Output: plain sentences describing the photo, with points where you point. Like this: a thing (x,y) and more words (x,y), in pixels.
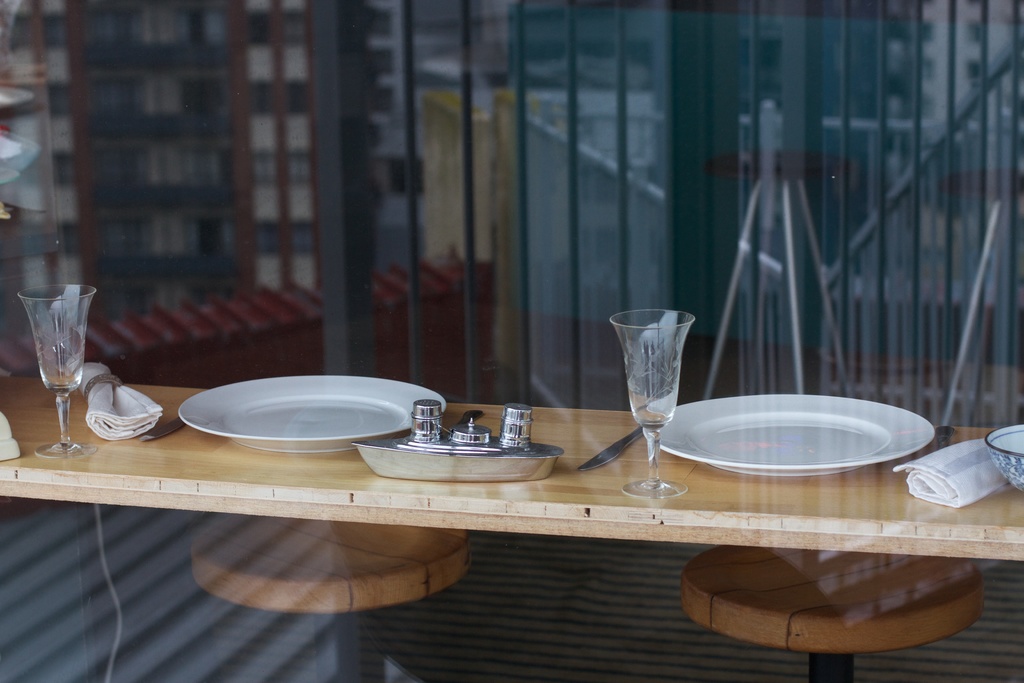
There are plates (697,437), glasses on a table (472,490).
